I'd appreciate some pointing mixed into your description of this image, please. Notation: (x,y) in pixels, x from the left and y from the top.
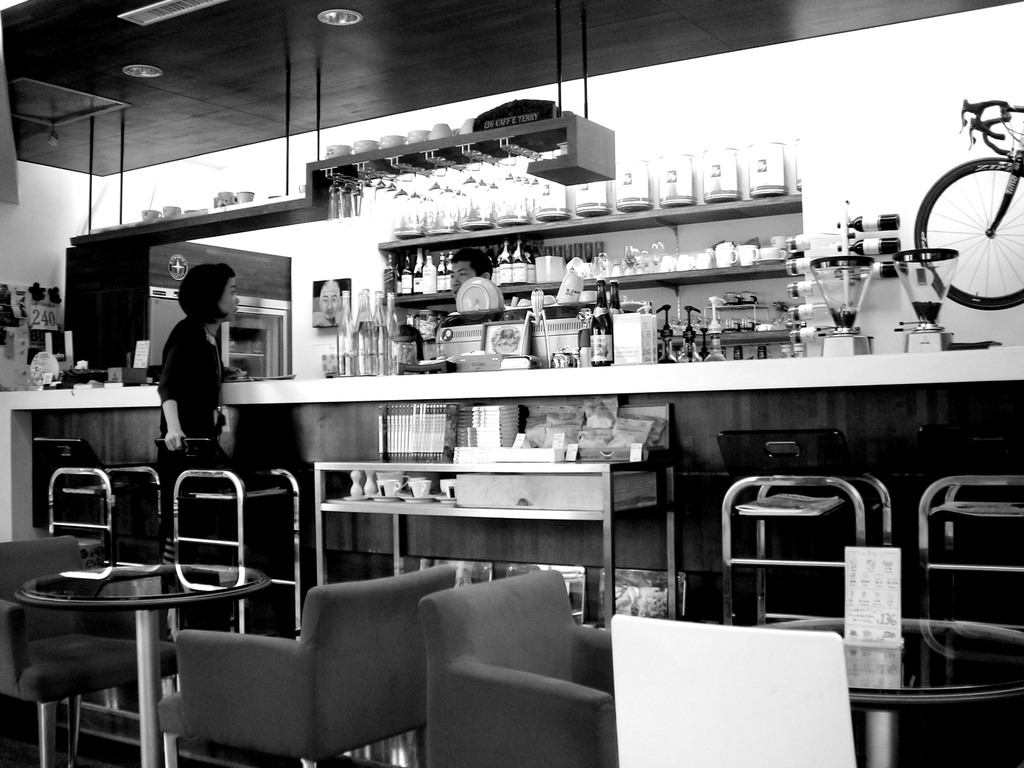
There is a room (531,281). She is standing. She is holding like chair (195,448). There is a table (934,651). There is a poster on a table (949,632). We can see in the background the another person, lights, jars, bicycle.
